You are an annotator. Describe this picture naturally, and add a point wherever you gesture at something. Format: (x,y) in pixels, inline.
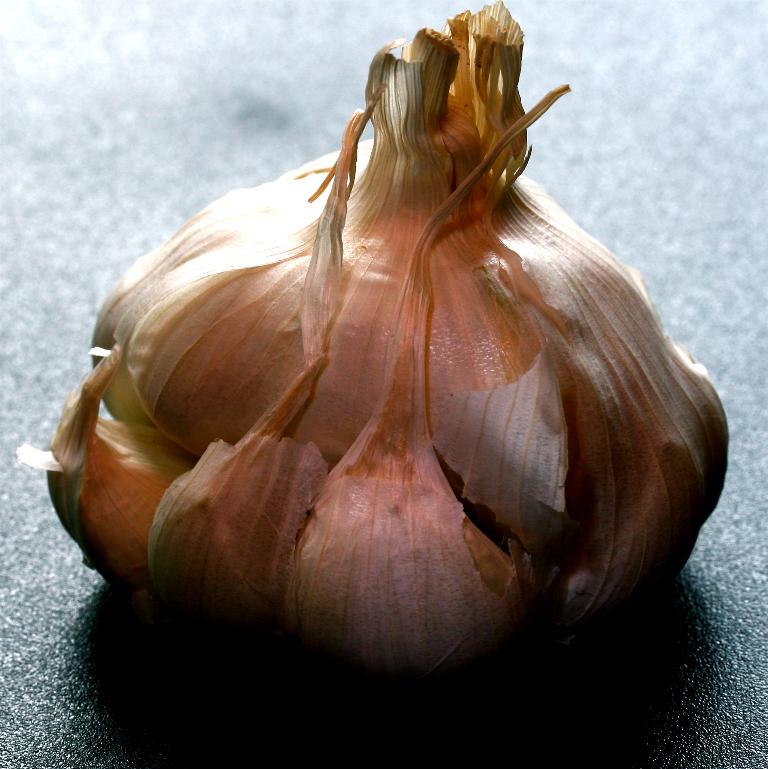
In this image we can see a garlic (484,367) placed on the surface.
